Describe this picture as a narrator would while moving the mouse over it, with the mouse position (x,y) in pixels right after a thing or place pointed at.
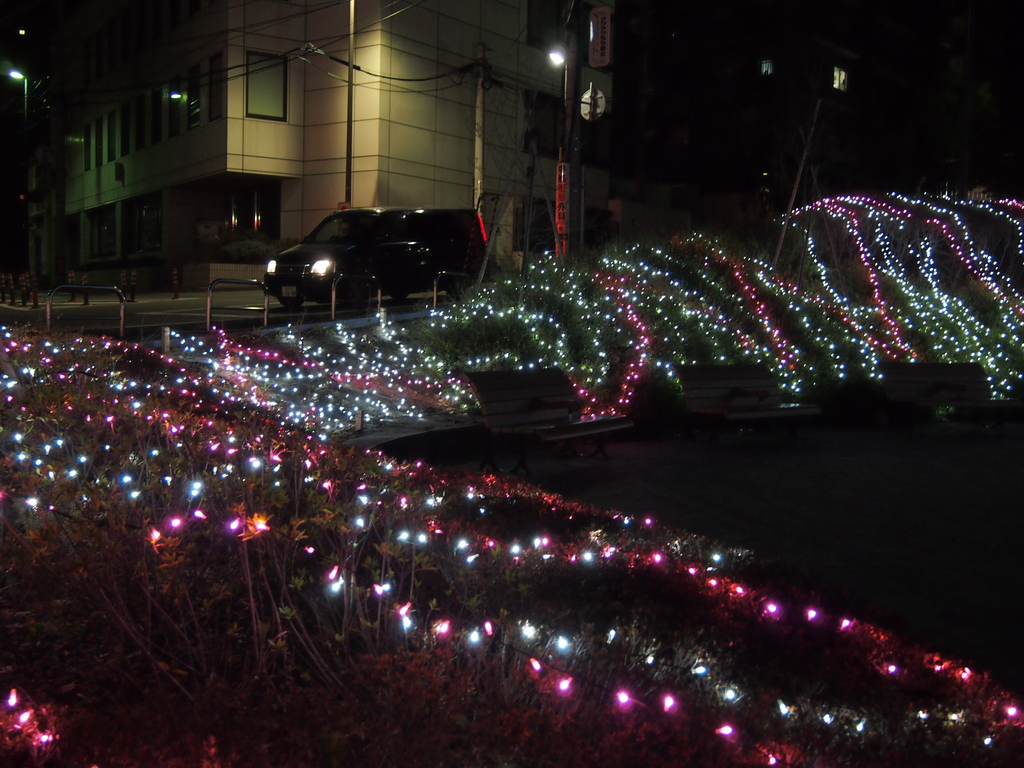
In this image I can see few lights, background (374,247) I can see few poles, a vehicle (412,263) and I can also see few light poles (573,108) and the building (424,115) is in cream color.
